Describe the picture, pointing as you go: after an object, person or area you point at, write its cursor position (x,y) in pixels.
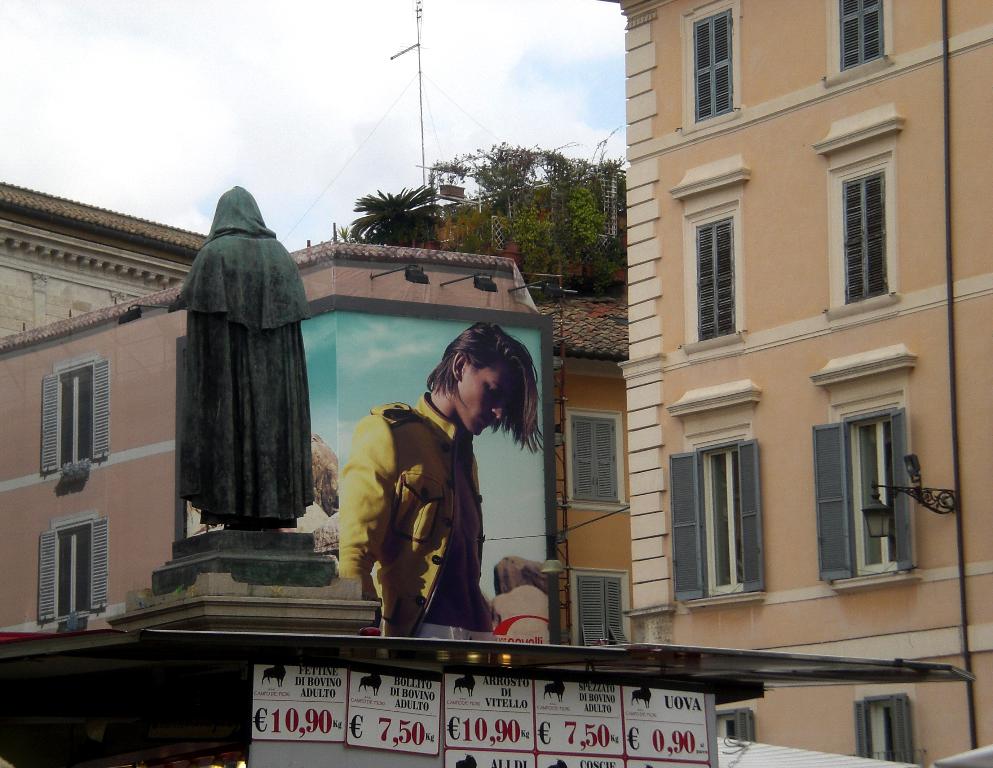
In this picture there is a statue (203,453) on the left side of the image (210,364) and there are posters (416,687) at the bottom side of the image (494,732) and there is another poster (484,352) in the center of the image (501,414) and there are buildings (660,278), on which there are windows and there are poles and trees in the image.
